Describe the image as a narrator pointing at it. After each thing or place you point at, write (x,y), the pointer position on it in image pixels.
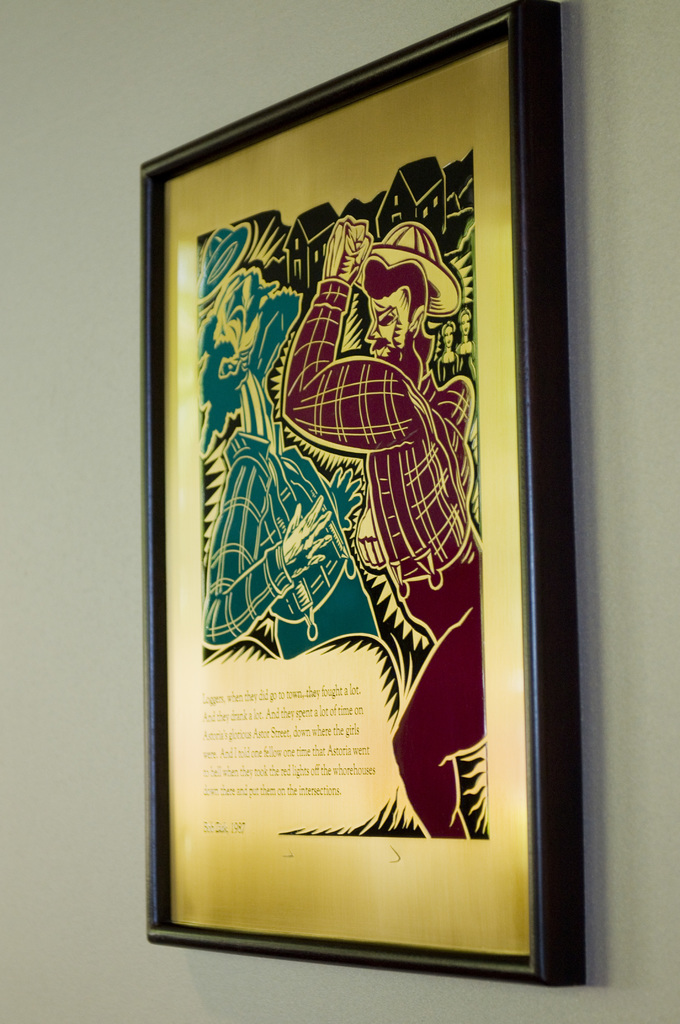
In this image I can see the wall (25,573), on the wall (634,598) I can see a photo frame (449,413) attached to the wall (2,178), in the frame (343,316) I can see graphical images (352,326), text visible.
